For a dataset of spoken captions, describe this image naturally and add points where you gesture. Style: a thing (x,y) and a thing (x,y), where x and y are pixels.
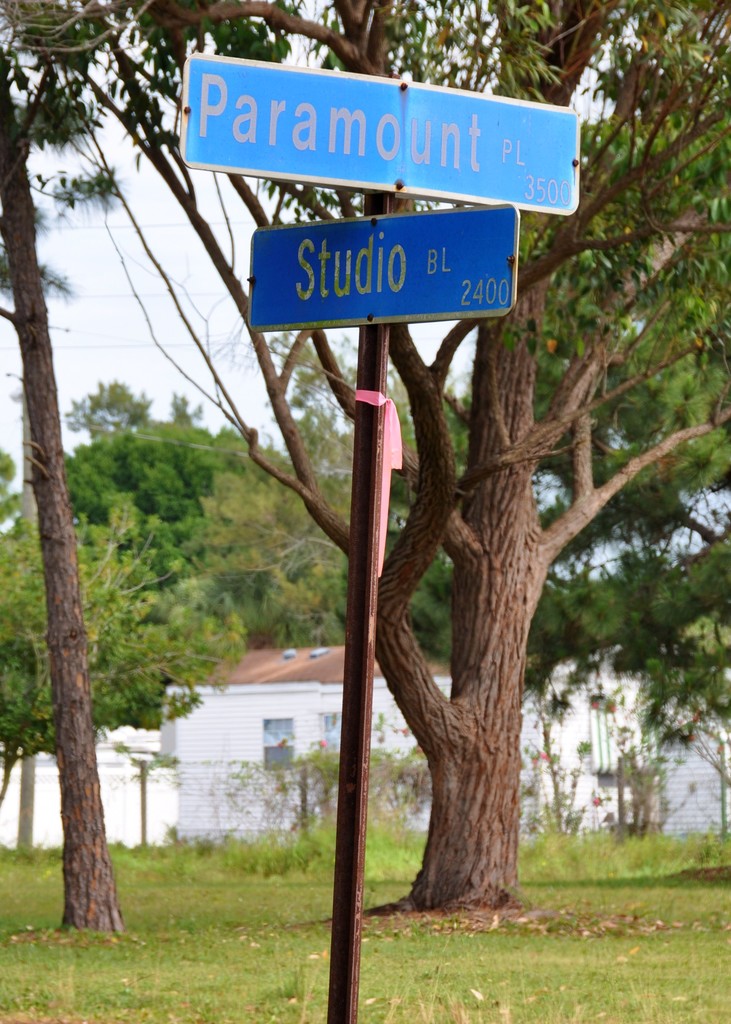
This picture consists of house (289,755), trees (151,624), a pole (382,417), signboard (440,237), the sky (47,257) visible.
